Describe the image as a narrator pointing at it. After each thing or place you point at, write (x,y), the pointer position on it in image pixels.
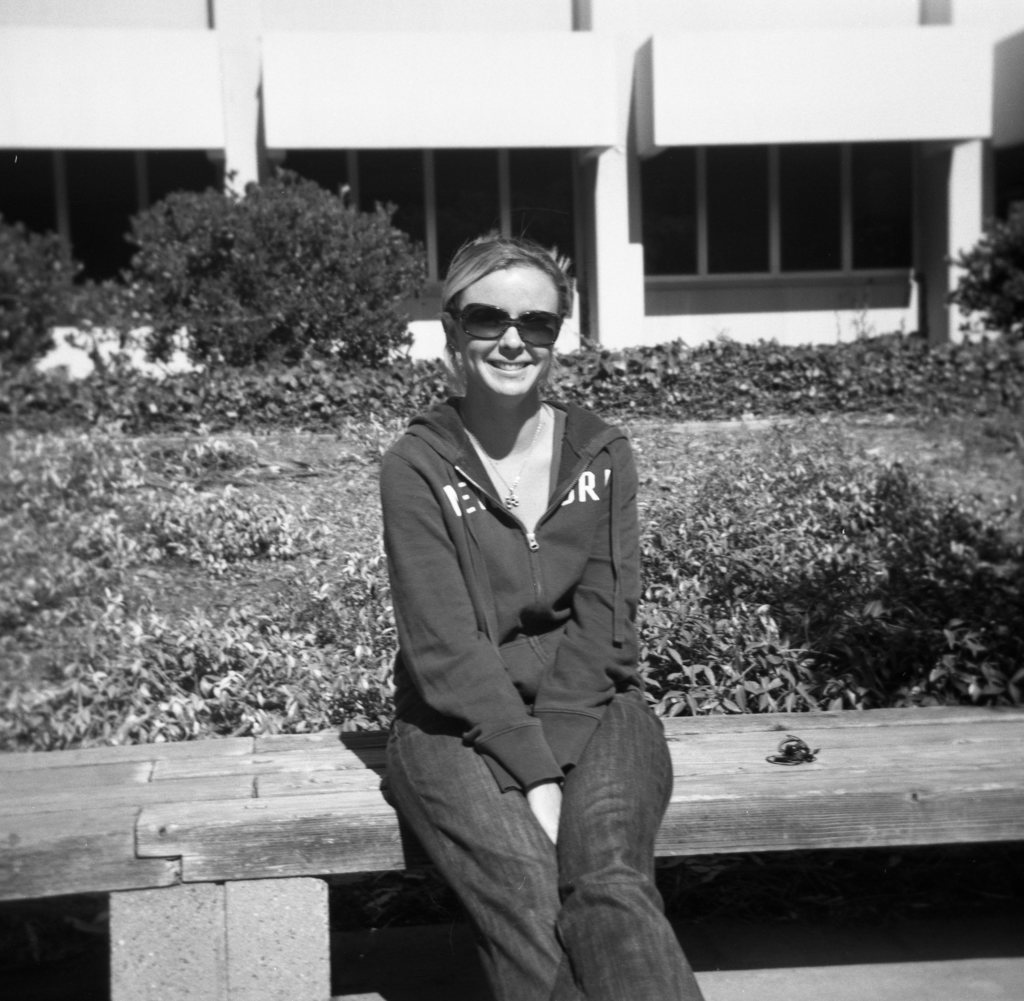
I see this is a black and white image and I see a woman (526,502) who is sitting on this bench (150,759) and I see that she is smiling. In the background (608,380) I see the plants (120,538) and I see the building (436,245).
